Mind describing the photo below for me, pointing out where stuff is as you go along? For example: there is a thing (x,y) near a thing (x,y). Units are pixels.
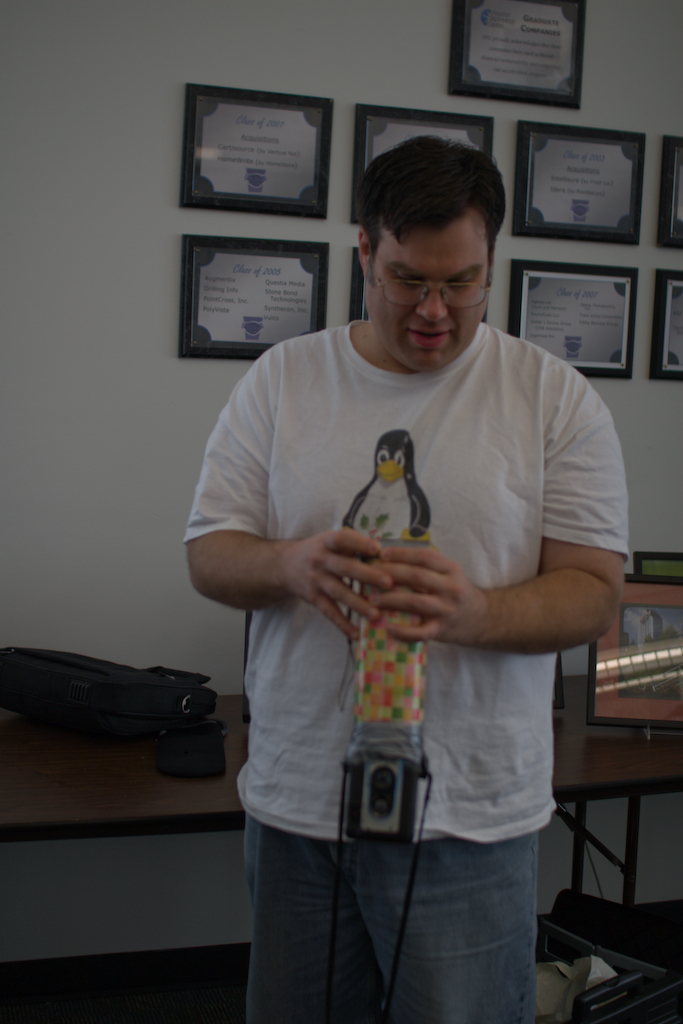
In this picture there is a man (531,777) who is wearing t-shirt (464,830) and jeans (465,907). He is holding a tube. Behind him I can see the bag (81,711) and other objects (181,730) on the table (111,768). In the back (659,336) I can see the frames (590,287) which are placed on the wall (225,55).
